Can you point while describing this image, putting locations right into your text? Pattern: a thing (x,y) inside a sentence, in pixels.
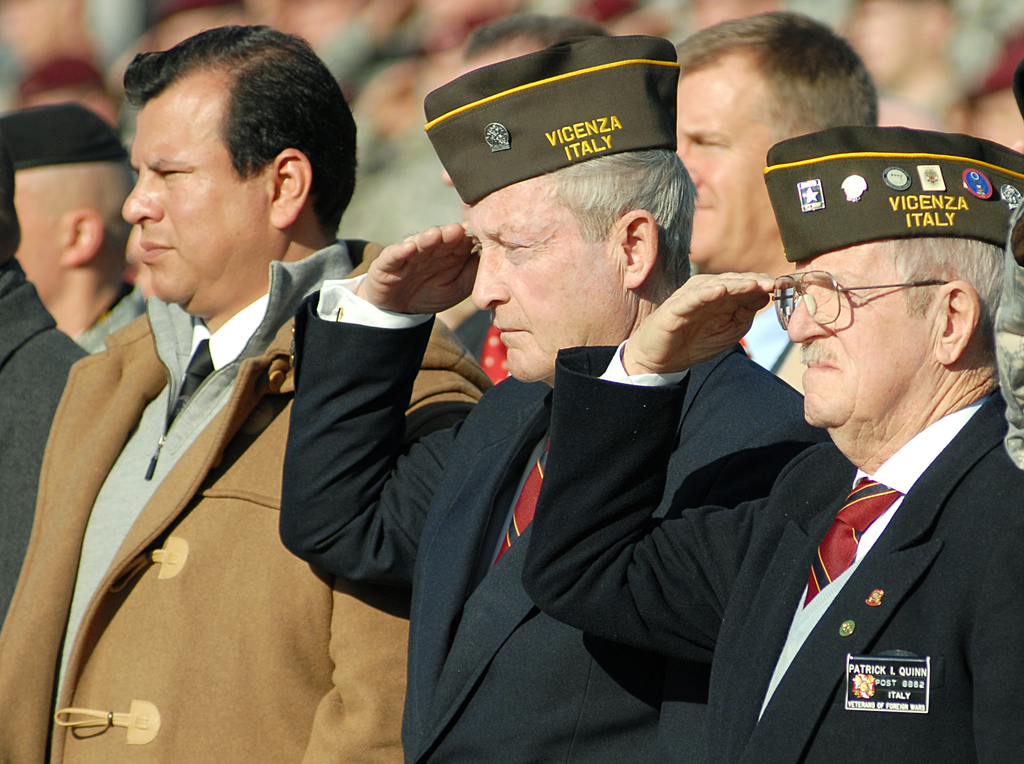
There are people (554,33) standing and these two people (612,290) saluting and wearing caps (485,151). In the background (439,20) it is blur.
